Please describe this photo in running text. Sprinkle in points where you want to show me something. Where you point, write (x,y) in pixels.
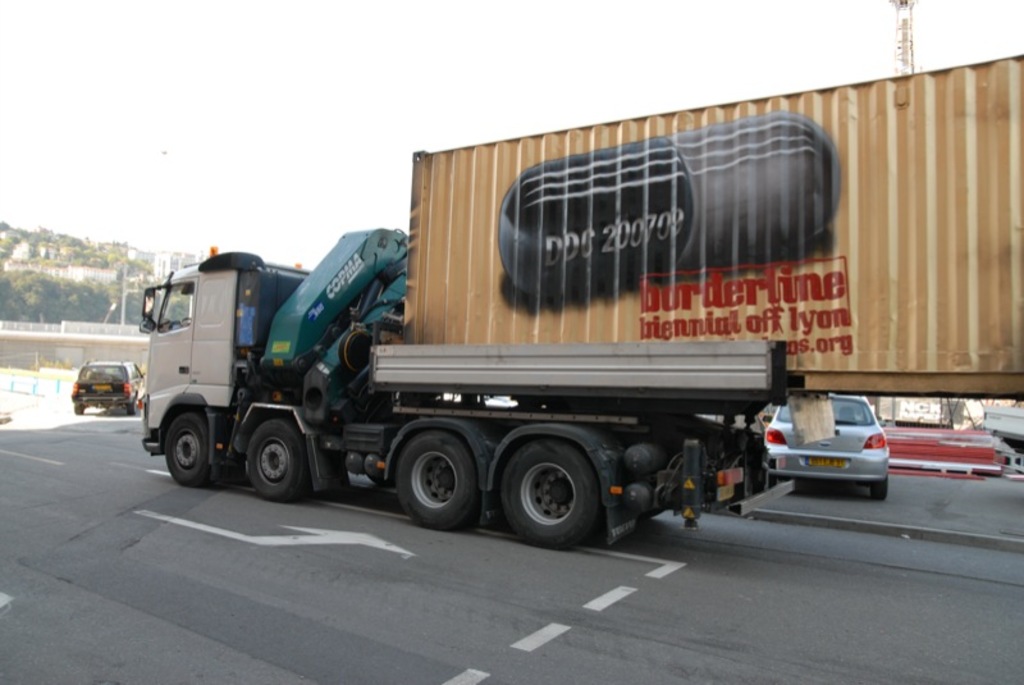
In this picture we can see vehicles (308,483) on the road (825,585) and in the background (76,340) we can see trees (115,253), walls (97,349) and some objects (118,301) and the sky (239,214).
